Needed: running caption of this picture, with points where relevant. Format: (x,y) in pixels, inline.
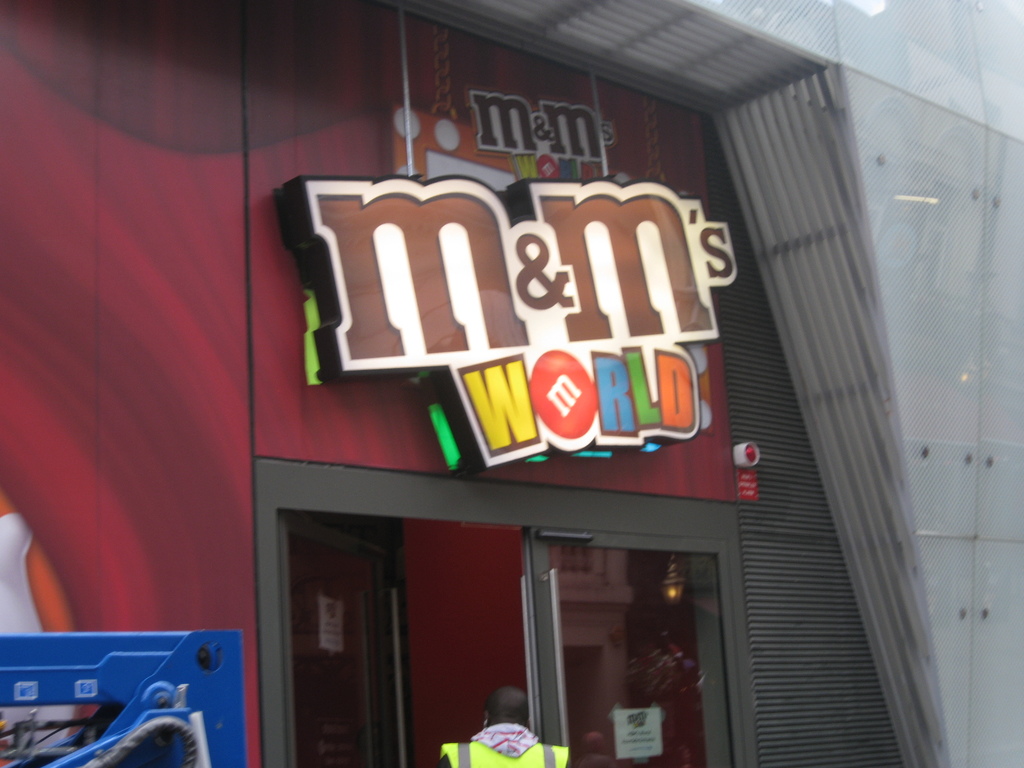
In this image I can see a building (522,117) and in the front of it I can see a board (543,237). On the board (432,251) I can see something is written. On the bottom side of this image (394,704) I can see a blue colour thing (223,669), few doors (545,720) and one person (450,748). I can also see two boards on the doors (532,707).
